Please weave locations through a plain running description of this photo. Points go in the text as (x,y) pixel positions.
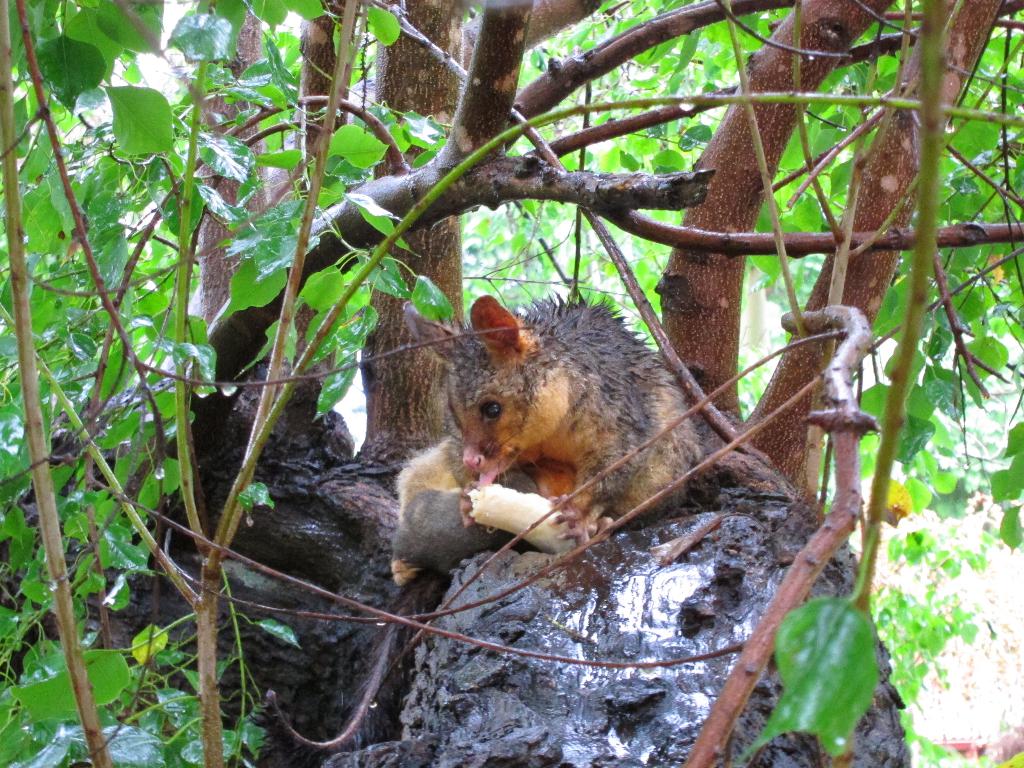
In this picture there is a possum (587,309) in the center of the image (487,332), on a log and there are stems (959,43) and leaves (255,303) around the area of the image.
